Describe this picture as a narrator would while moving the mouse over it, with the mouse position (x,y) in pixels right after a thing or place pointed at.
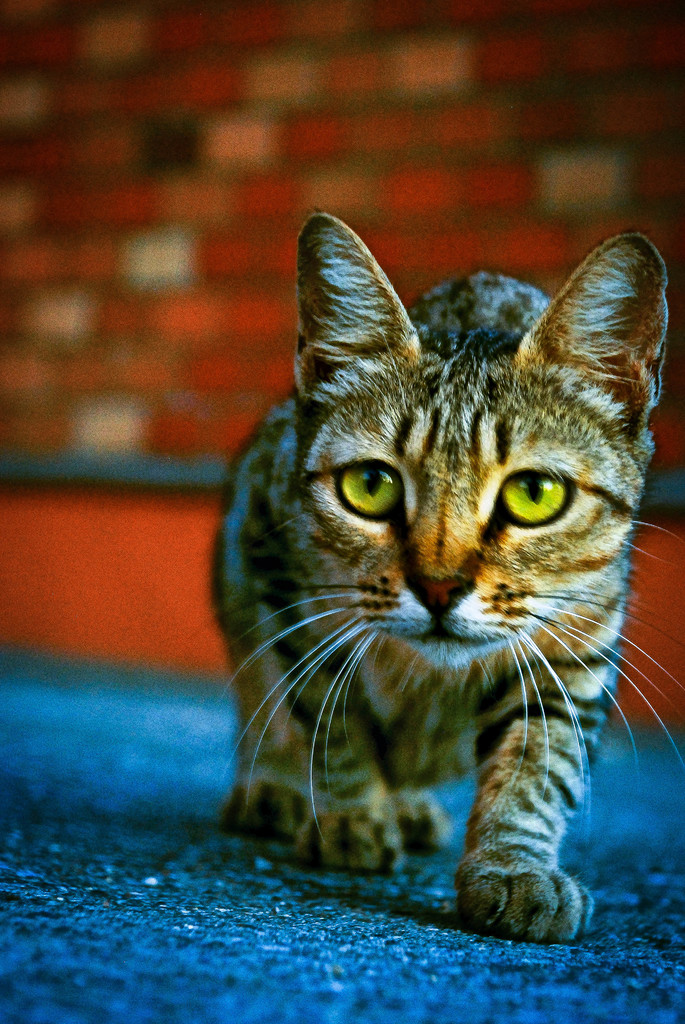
In this image we can see a cat (569,774) walking on the surface (77,685) which looks like a floor (77,685) and in the background (278,233) the image is blurred.
